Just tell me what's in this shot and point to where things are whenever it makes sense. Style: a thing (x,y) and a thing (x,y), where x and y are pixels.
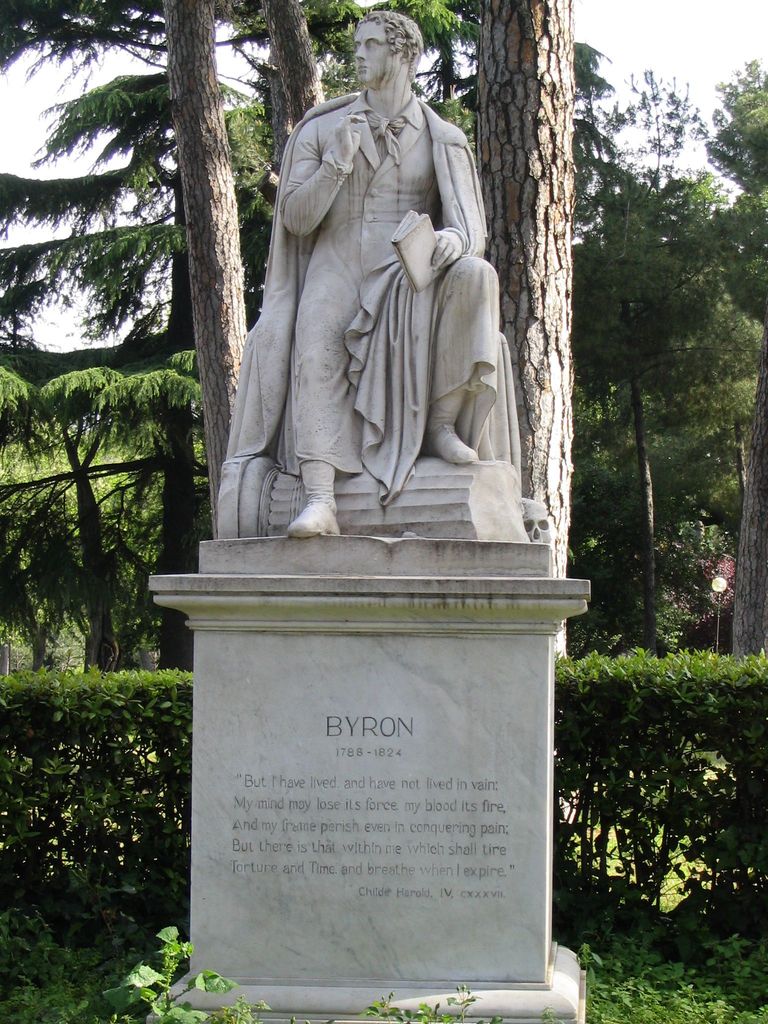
In this image at front (475,364) there is a statue (328,241) and at the background (610,497) there are trees (140,247) and sky (7,87).
